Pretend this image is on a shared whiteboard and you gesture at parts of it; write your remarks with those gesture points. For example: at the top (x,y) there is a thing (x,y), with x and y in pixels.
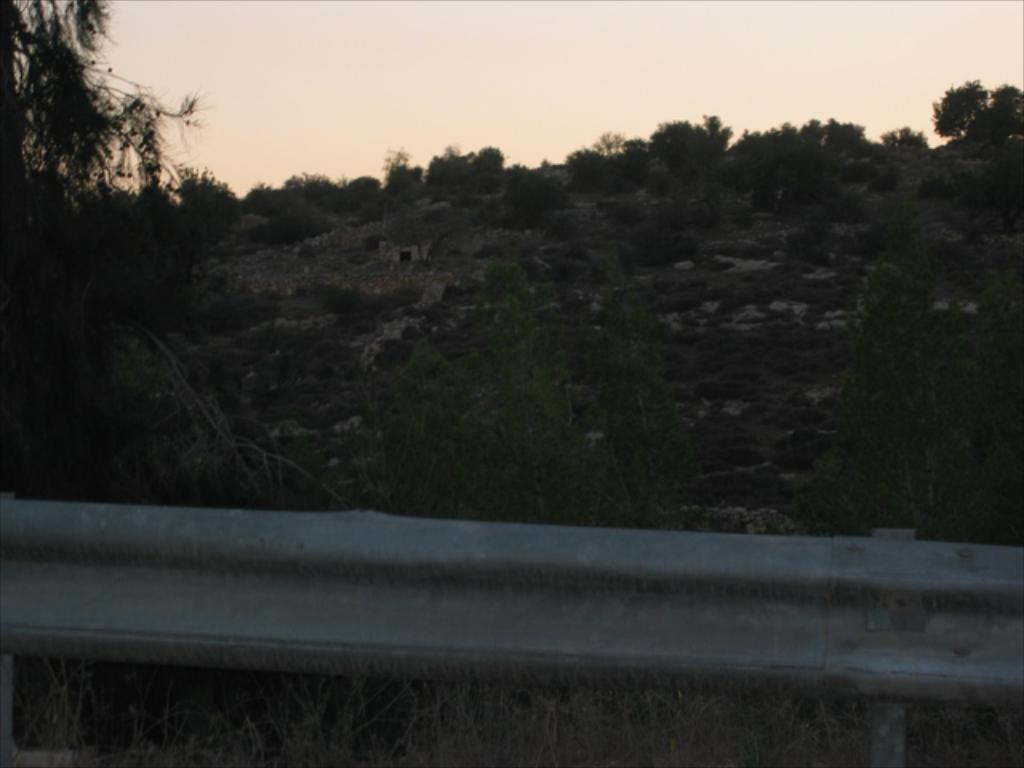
In this image in the middle (529,361), there are trees (516,479), houses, fence (627,608). In the background (612,38) there is sky (387,90).
